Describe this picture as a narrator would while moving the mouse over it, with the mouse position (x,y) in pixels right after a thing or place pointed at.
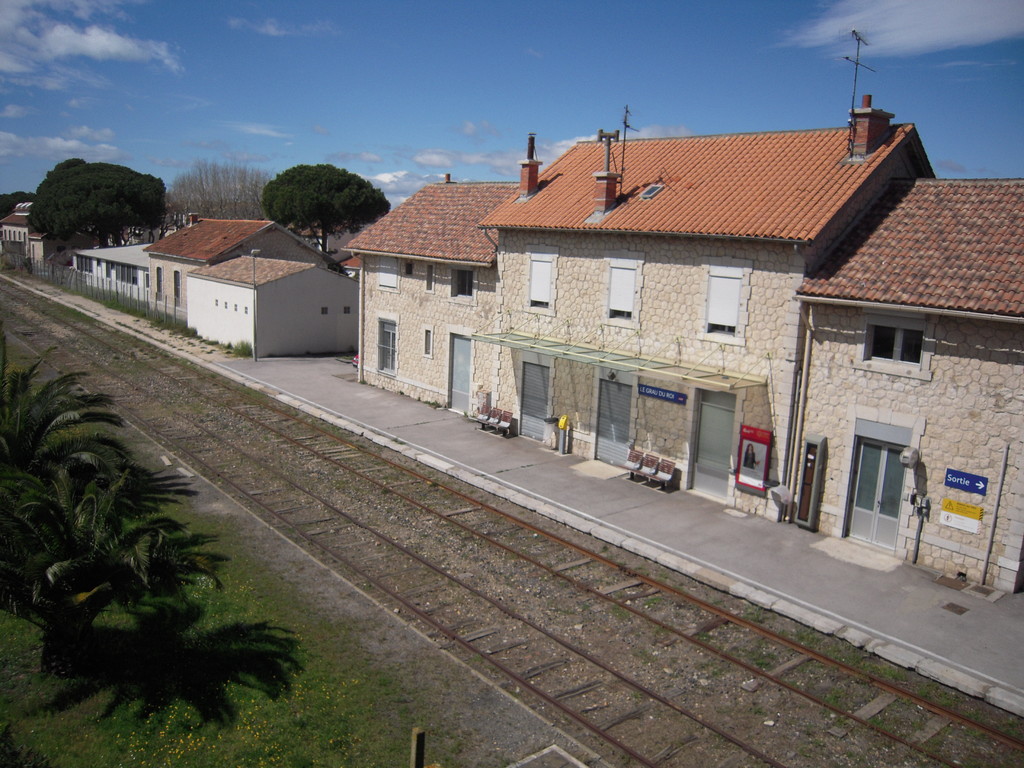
In the center of the image (463,501) there are train tracks (344,558), on the left of the image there are trees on the grass (56,740), on the right side of the tracks (565,659) on the platform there are benches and houses (614,325) with display (751,475) and sign boards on it, in the background of the image (90,235) there are trees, at the top of the image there are clouds (875,28) in the sky (313,49).
